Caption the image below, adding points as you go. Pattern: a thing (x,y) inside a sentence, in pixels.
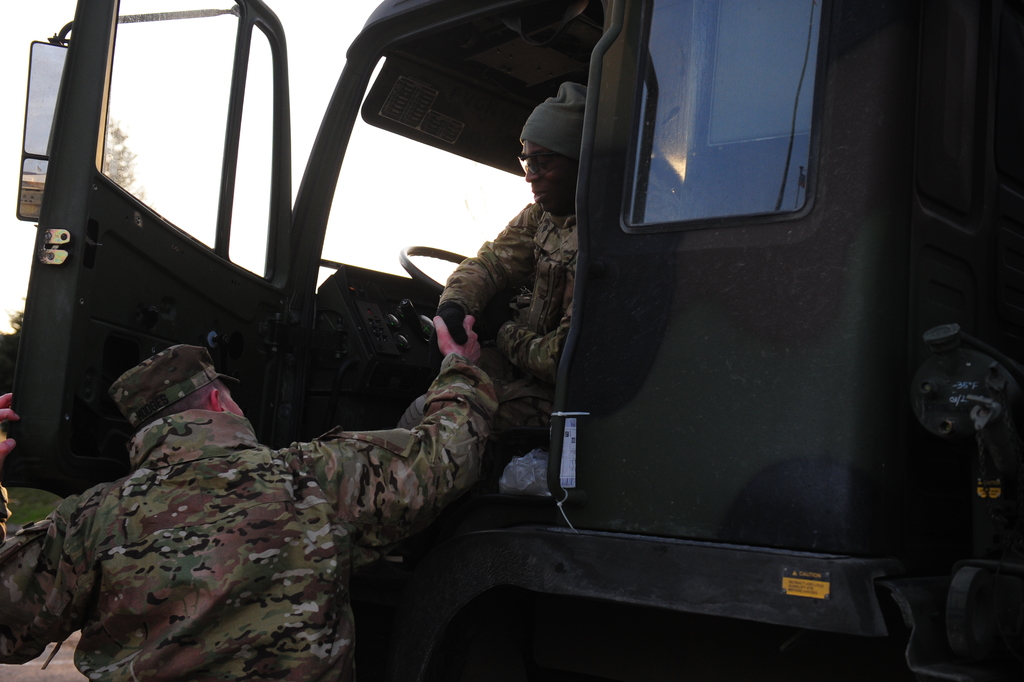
In this image I can see a vehicle (585,560) and here I can see two men (112,639). I can see both of them are wearing uniforms (261,553), caps (544,143) and here I can see one of them is wearing specs (520,161).
